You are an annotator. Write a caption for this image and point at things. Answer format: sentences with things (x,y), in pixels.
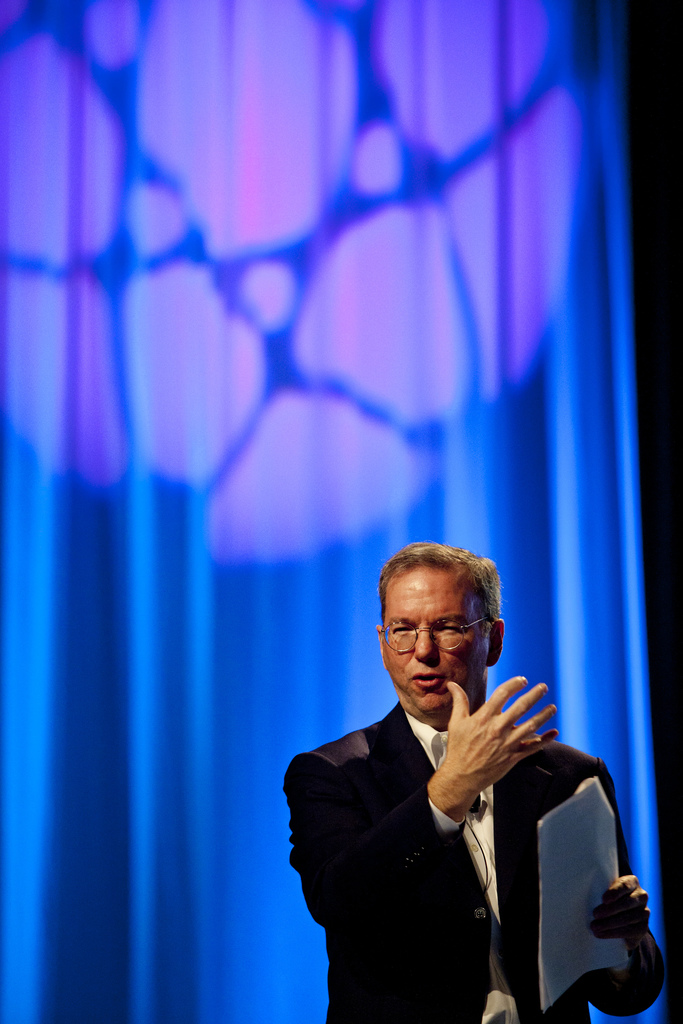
In this image there is a person (601,976) holding a paper (558,937). There is a blue color background (586,503).
